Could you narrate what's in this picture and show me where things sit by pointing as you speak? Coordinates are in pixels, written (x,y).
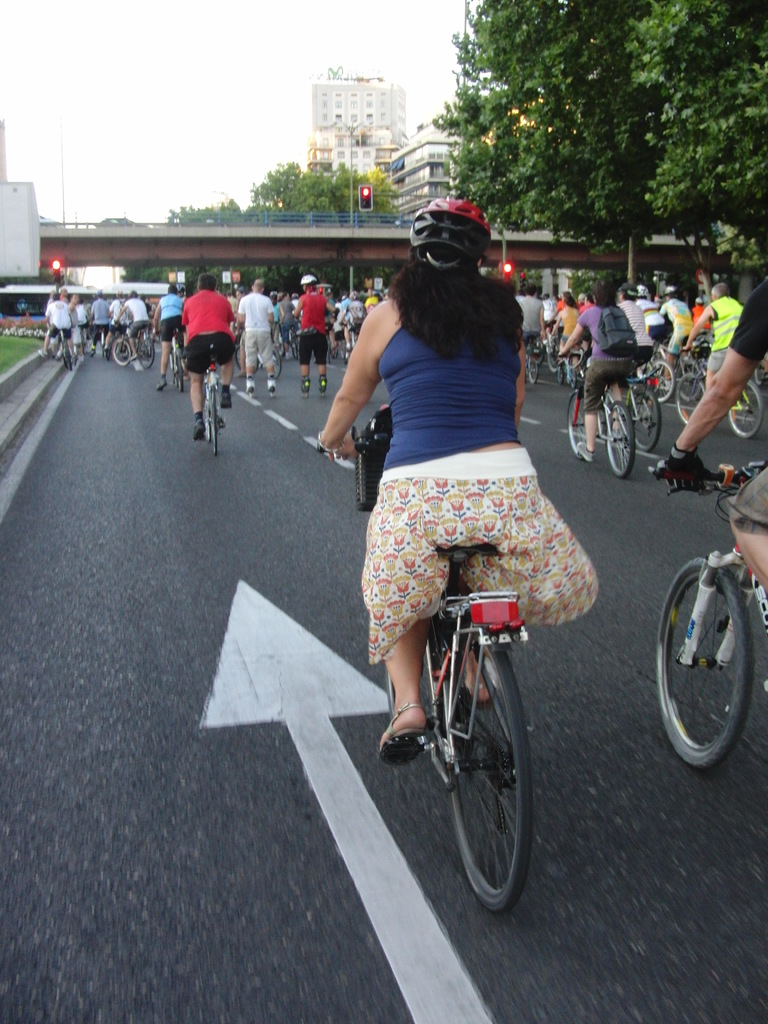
This picture shows a group people (161,360) riding bicycles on the road (265,591) and we see few buildings (425,157) and trees (590,275) around.
